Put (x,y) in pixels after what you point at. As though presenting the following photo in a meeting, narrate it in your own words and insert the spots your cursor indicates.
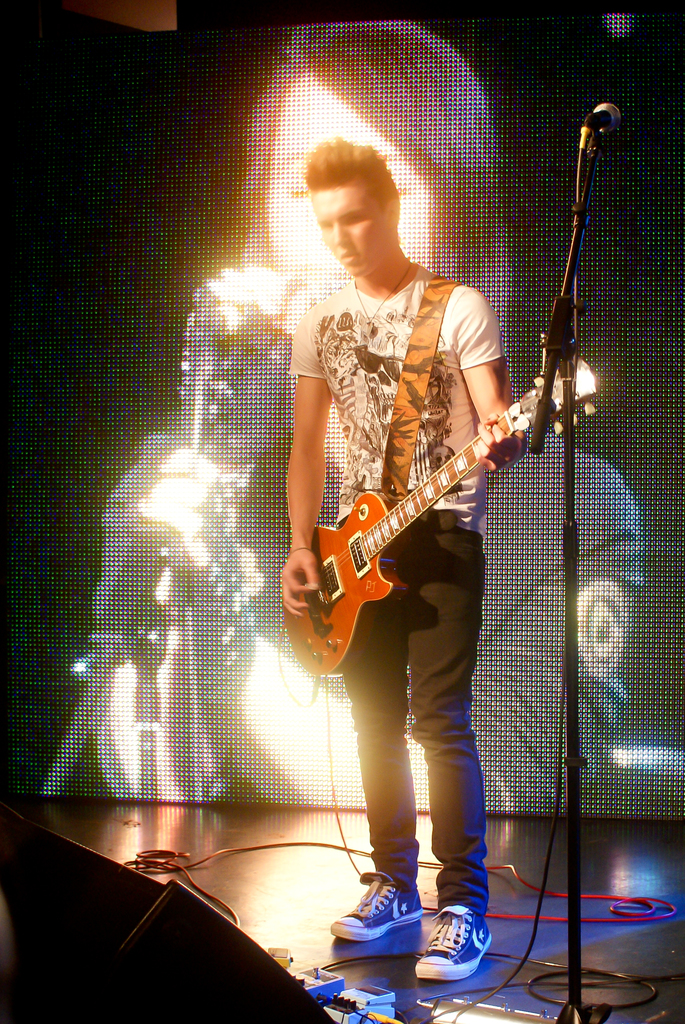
In this picture a man (460,386) is playing guitar (359,554) in front of microphone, in the background (172,351) we can see couple of cables (152,855) and a projector screen (210,282).
